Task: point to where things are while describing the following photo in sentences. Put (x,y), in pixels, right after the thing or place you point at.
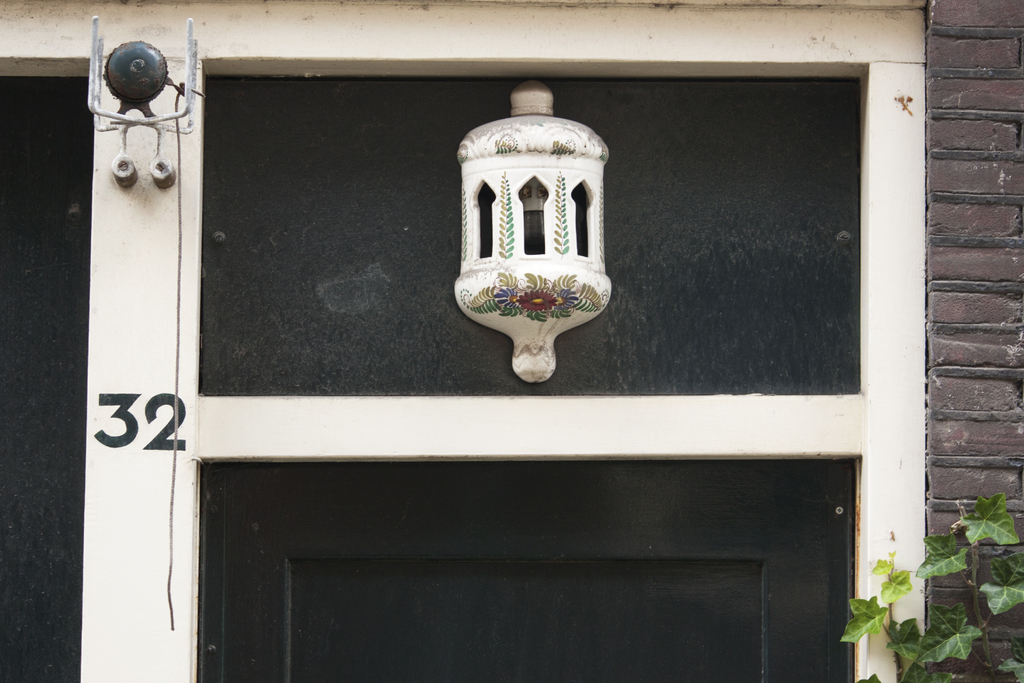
In this picture there is a door (426,601), and one bell (161,177) is attached to it. This is the wall (978,428) and this is plant (1007,567).
